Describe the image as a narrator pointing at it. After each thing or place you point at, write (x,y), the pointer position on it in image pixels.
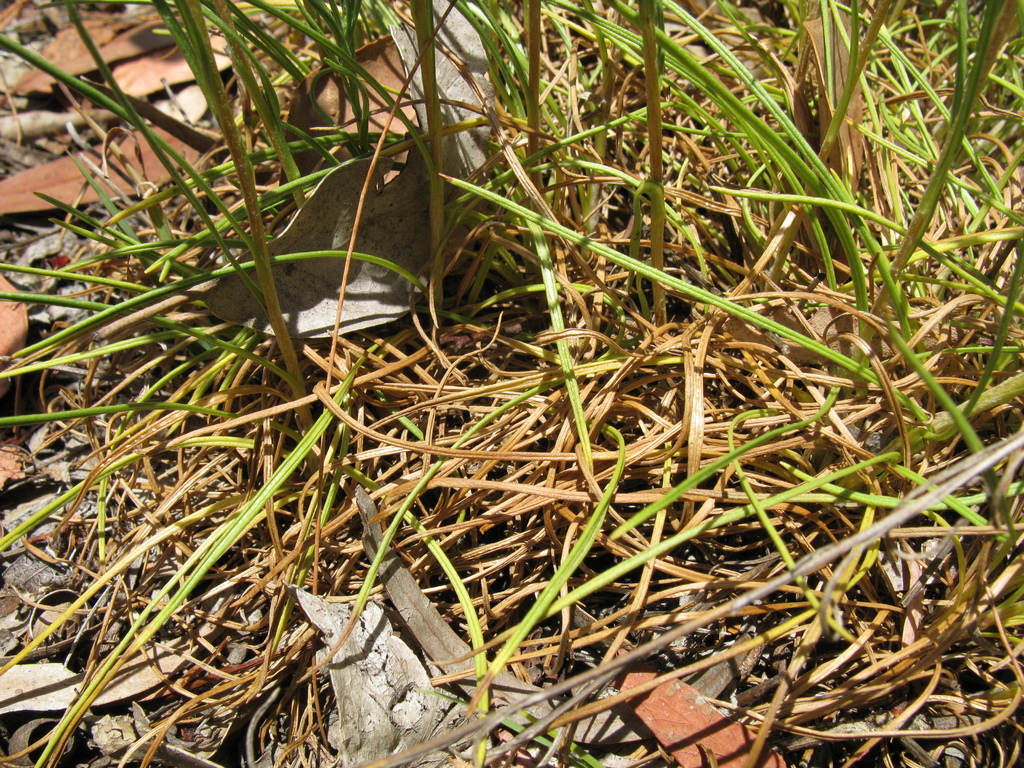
As we can see in the image there is grass (611,292) and dry leaves (49,204).
